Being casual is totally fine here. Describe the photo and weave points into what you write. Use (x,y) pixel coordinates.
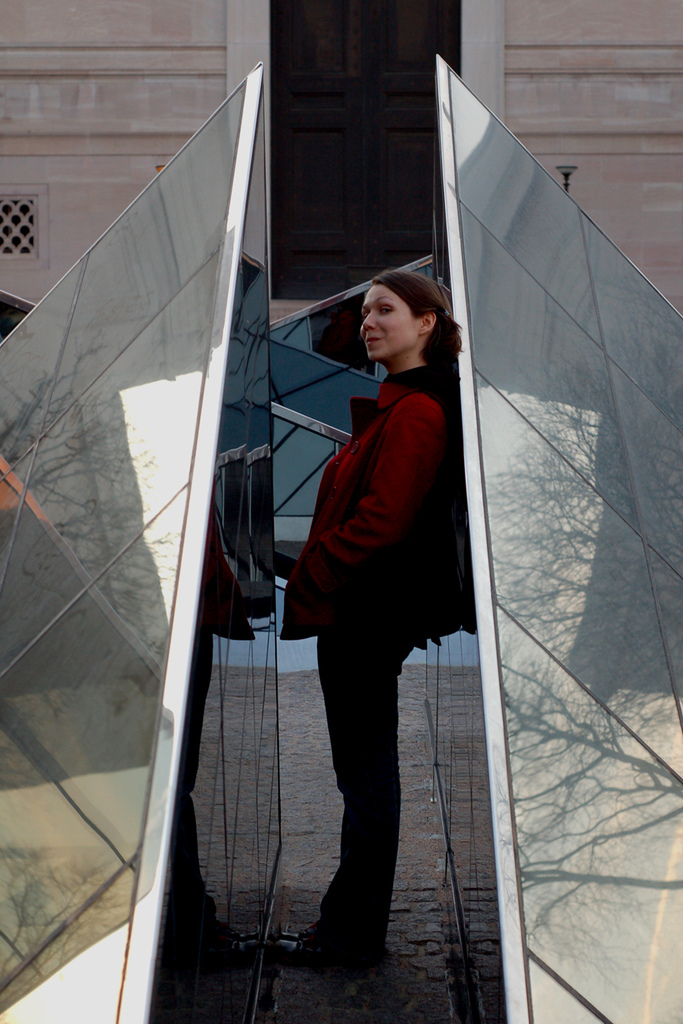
In this picture there is a woman (359,475) standing. On the left (149,802) and on the right side of the image (491,476) there are mirrors (471,270). There is a reflection (556,297) of sky (594,893) and tree (602,787) and building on the mirrors (603,855). At the back (350,151) there is a building (428,138).
